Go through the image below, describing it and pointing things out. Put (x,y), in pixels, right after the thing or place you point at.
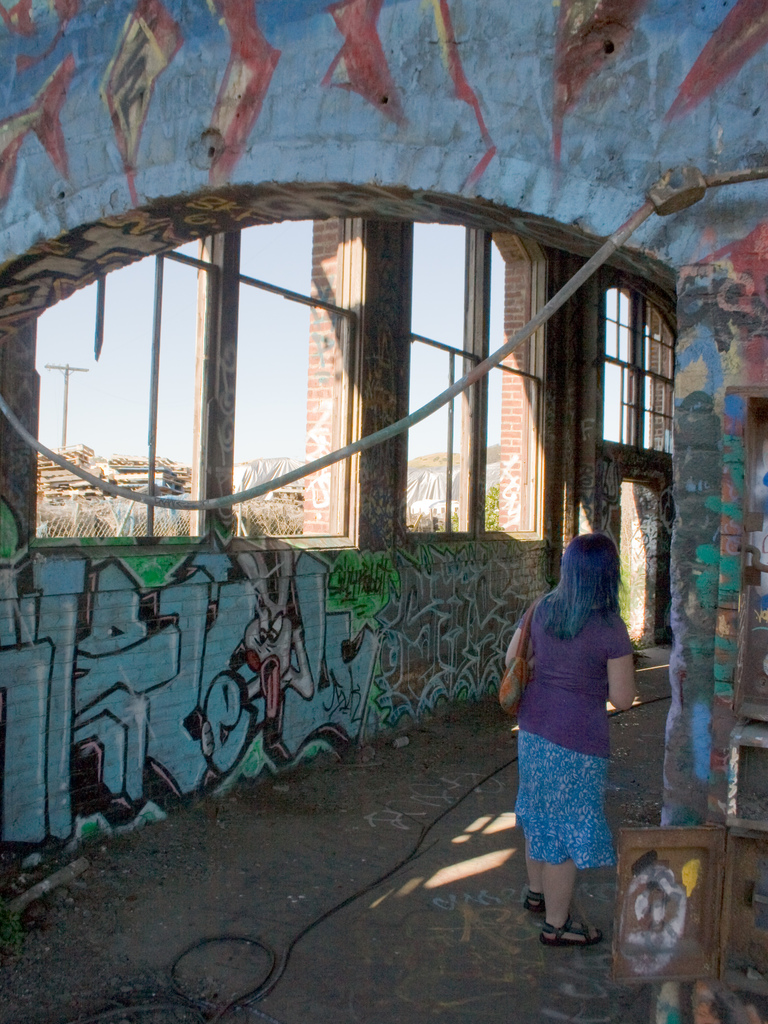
In this image we can see inside of a building (361,168). There are walls (378,598) with paintings (446,585). Also there are windows (497,412). And we can see a lady (599,657). On the floor (253,907) there is wire (342,903). Through the windows (289,437) we can see sky (241,321).
